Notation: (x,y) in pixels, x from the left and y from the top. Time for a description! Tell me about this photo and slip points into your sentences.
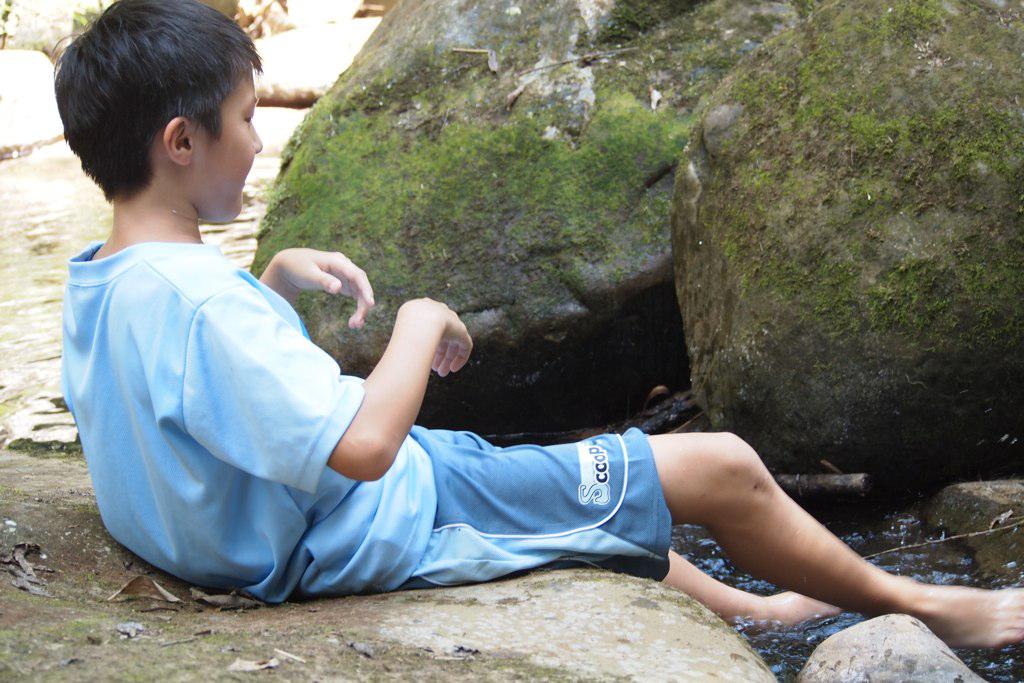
In this image a boy (264,520) is sitting on the floor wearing blue clothes (408,452). In the right (901,524) there is water (870,527). In the background (614,206) there are stones (579,116).
